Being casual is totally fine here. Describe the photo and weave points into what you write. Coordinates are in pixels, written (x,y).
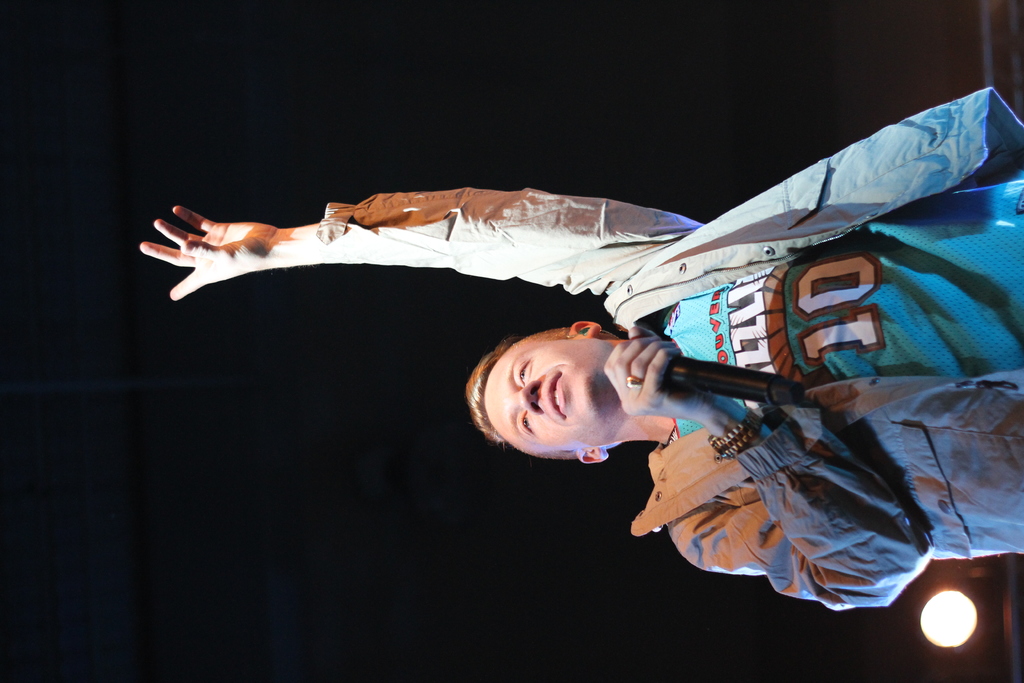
On the right of this picture (813,307) there is a person (820,313) wearing a shirt (895,272) and holding a microphone (722,378) and standing. In the background (206,643) there is a focusing light (921,624) and the background (469,76) is black in color.
